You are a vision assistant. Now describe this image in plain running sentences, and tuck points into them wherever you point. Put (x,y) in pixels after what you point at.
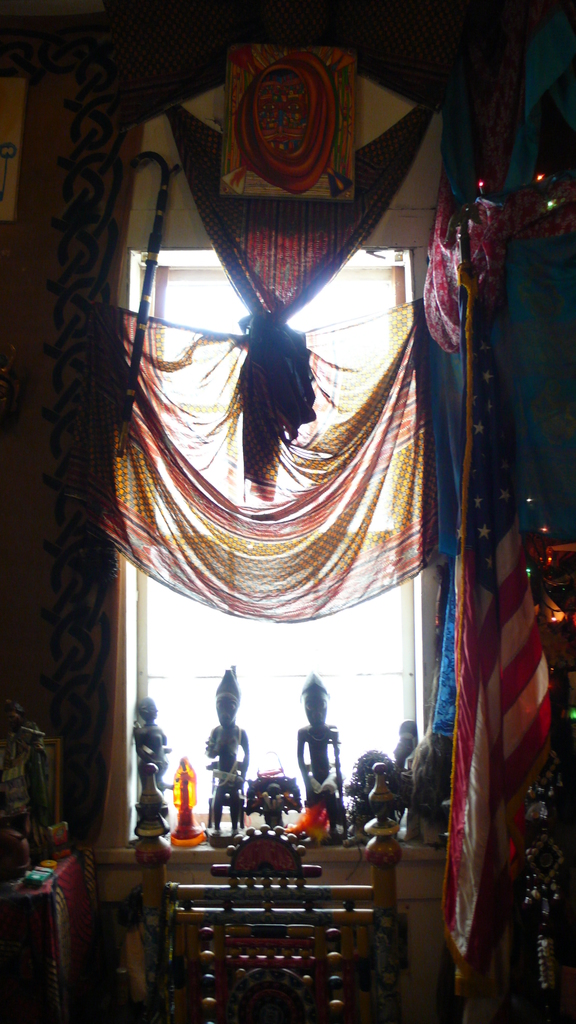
In the foreground of this image (479,726), there are few cloths (350,488), curtains (291,448), few sculptures (223,761) and it seems like a chair (284,965) at the bottom (284,965). On the left (28,294), there is a wall (63,381).
